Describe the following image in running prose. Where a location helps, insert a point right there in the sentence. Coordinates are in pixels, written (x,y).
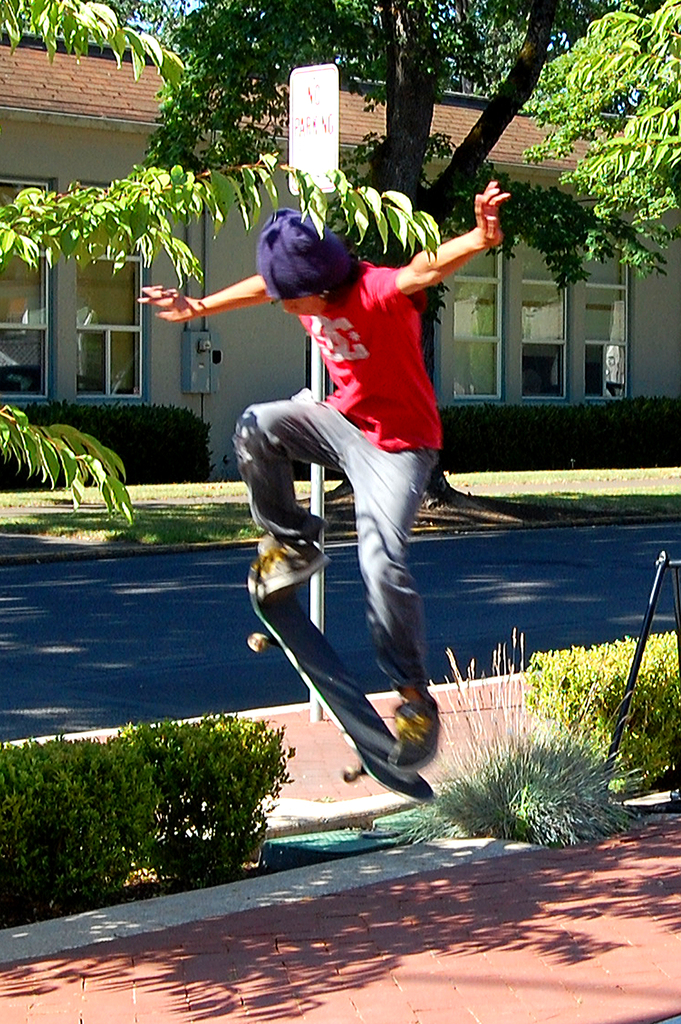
In this image there is a boy (360,386) jumping in the air. There is a skateboard (308,664) below his legs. It seems like he is doing a kickflip. At the bottom (272,895) there is a walkway (249,904). There are plants (249,756) on the walkway (297,762). Beside the walkway (277,934) there is the road (116,616). On the other side of the road (113,604) there's grass (162,490) on the ground (169,495). In the background (182,323) there is a house (521,317). There are glass windows (492,336) to the house (95,343). In front of the house (124,390) there are hedges (130,426) and a tree (403,123). Behind the boy (309,275) there is a sign board (308,145) on the walkway (282,725).
